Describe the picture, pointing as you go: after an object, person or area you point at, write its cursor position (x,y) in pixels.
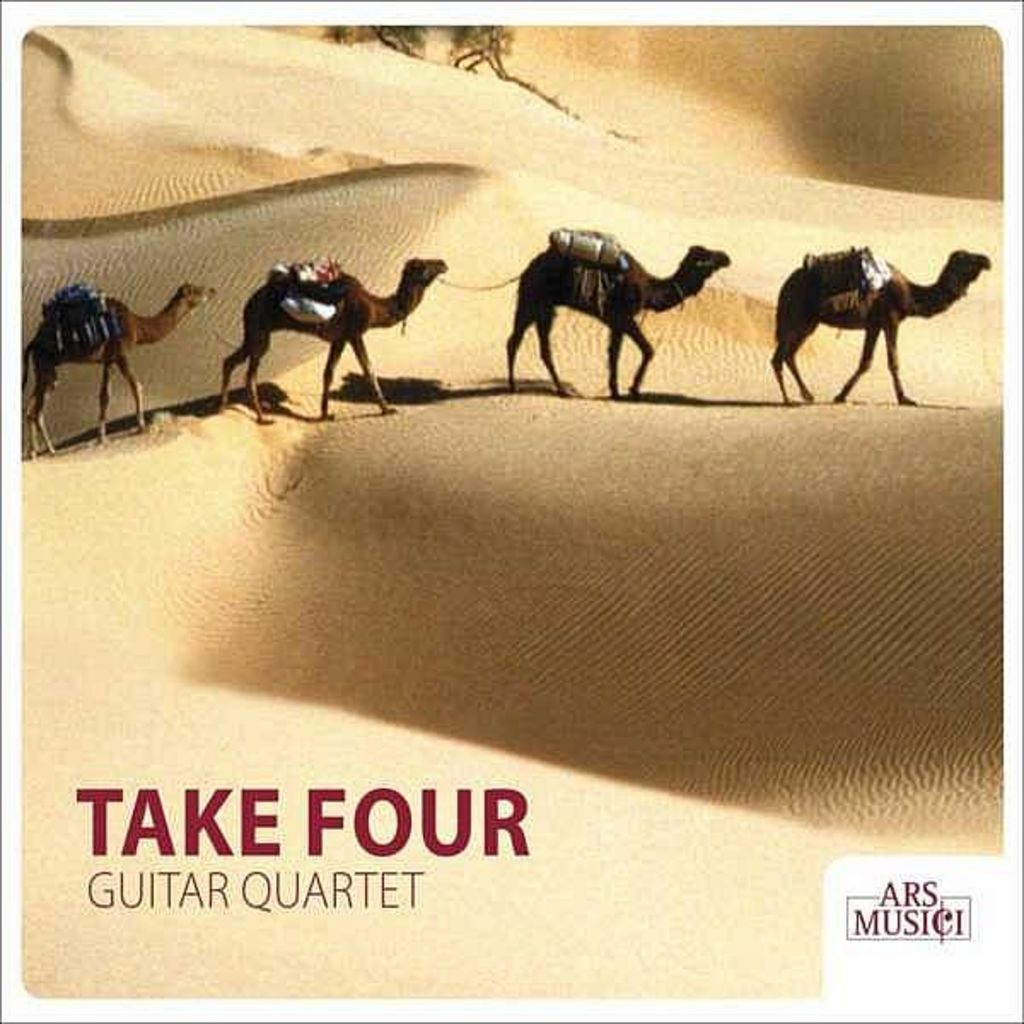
In this image we can see four camels (630,313) carrying bags (582,272) on them are standing on the desert (589,576). At the bottom of the image (93,794) we can see a text (200,888).
